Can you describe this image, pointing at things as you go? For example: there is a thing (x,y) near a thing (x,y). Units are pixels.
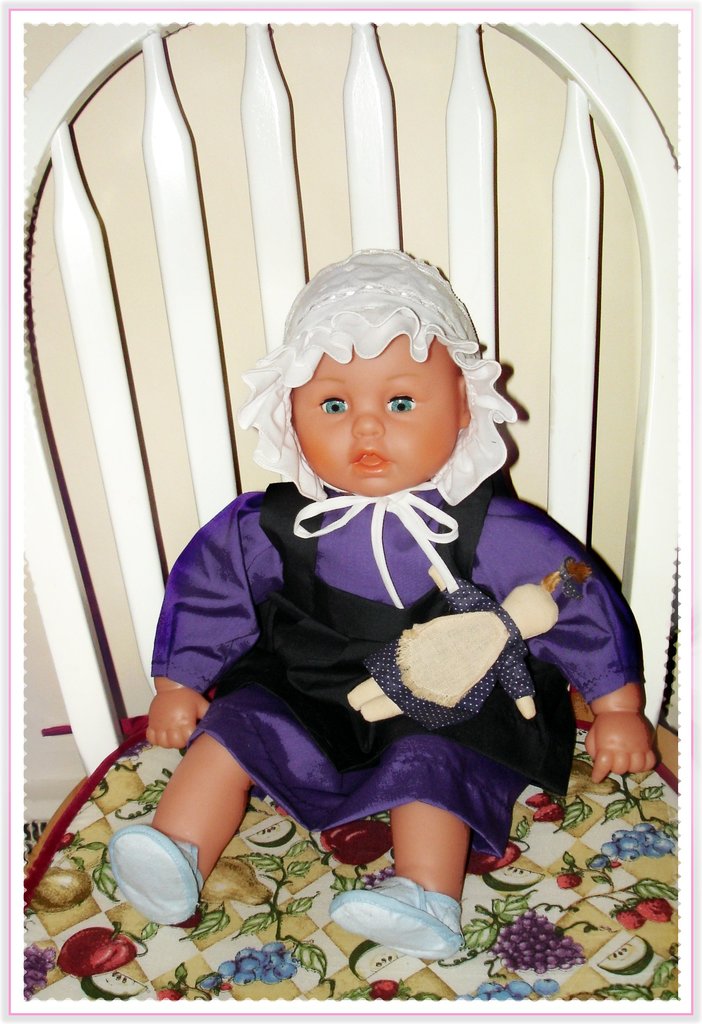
In this picture we can see a toy (514,740) on the chair (209,913). In the background (216,226) there is a wall (219,139).
